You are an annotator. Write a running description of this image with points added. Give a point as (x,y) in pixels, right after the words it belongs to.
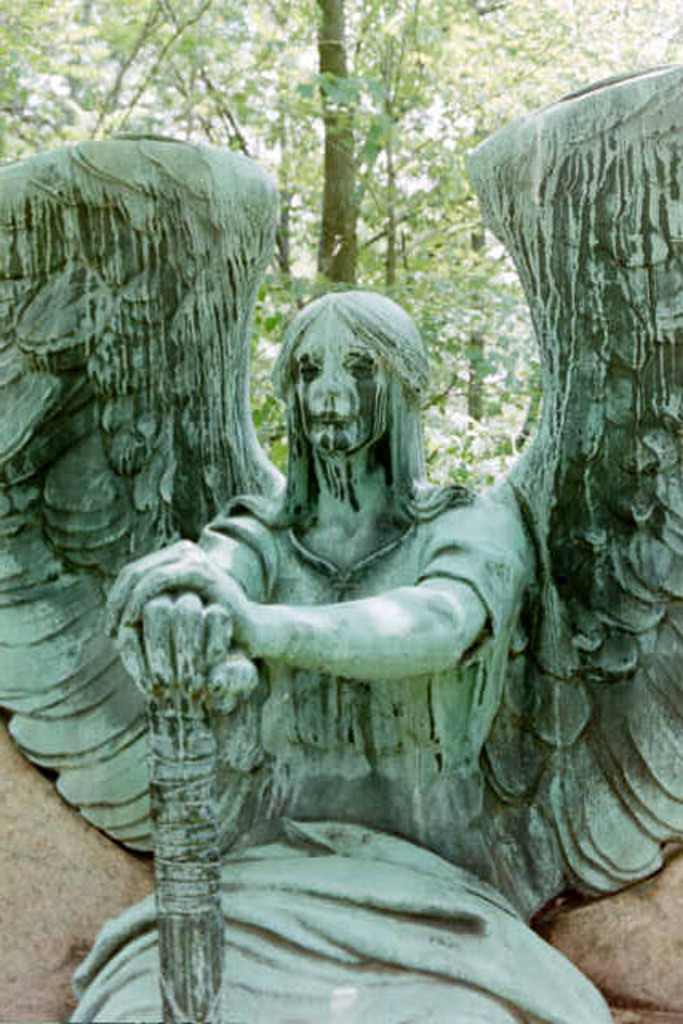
In the front of the image (164,732) there is a statue (447,752). In the background of the image (380,124) there are trees (403,63).
